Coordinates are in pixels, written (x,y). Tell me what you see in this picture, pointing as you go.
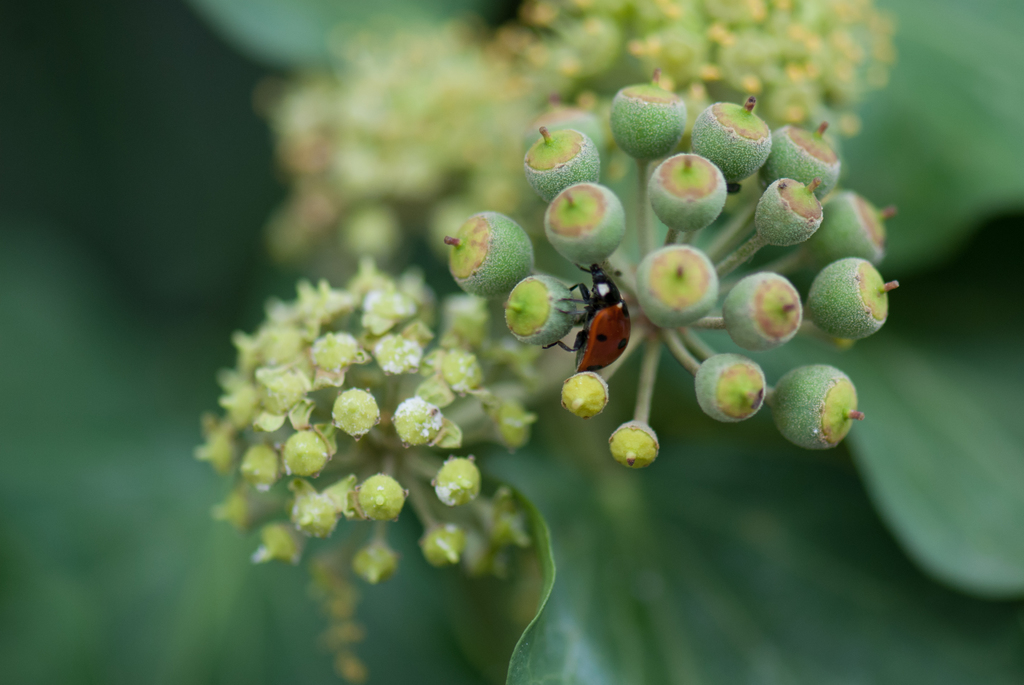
In this image I can see few buds (560,119) and insect (613,307) on it. The insect (612,307) is in red and black color. Background (98,374) is blurred.
